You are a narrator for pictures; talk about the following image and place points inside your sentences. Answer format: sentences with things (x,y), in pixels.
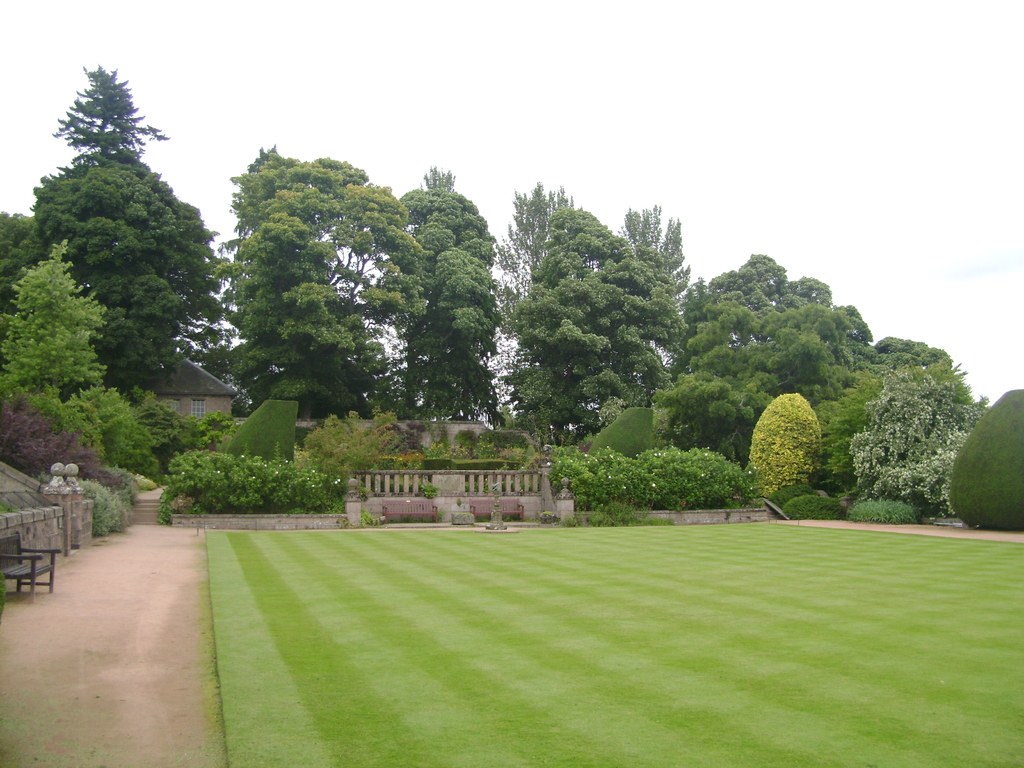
In this image I see the green grass (439,637) and I see plants (889,517) and bushes (753,490) and I see a chair (15,546) over here and I see the path (138,540). In the background (115,349) I see a building (206,383) over here and I see the trees (446,288) and the clear sky (490,87).
